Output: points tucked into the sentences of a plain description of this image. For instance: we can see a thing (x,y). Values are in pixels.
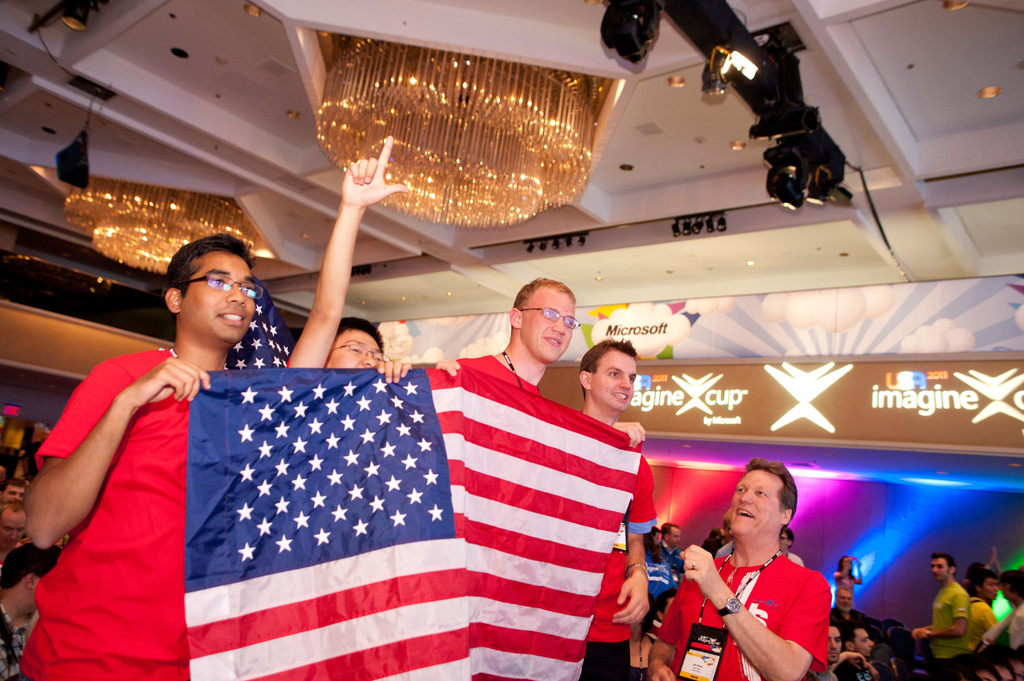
In this image I can see few people (72,435) are standing and holding flags (497,480). Back I can see few people (50,557) sitting. I can see boards (749,400) and different color lights (906,472).
